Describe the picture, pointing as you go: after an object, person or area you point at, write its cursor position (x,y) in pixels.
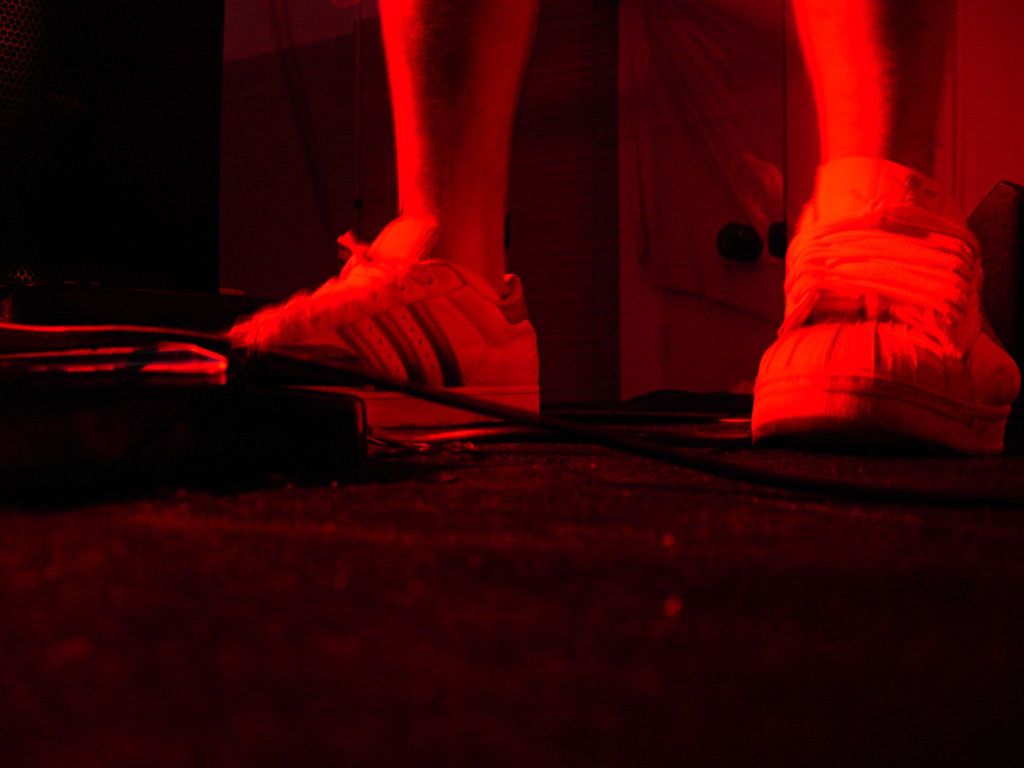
In this image we can see human legs (449,354) on the ground (397,483).
